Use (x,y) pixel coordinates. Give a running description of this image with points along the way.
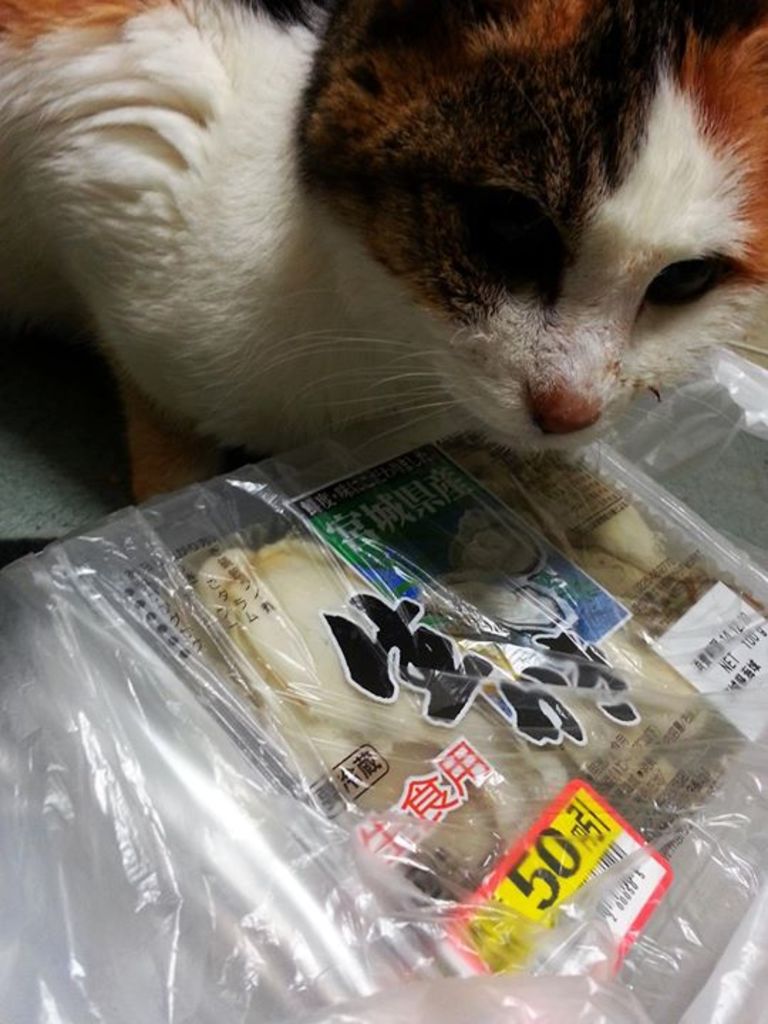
In this picture I can see there is a cat (572,256) and there is food (451,689) placed in front of it.
